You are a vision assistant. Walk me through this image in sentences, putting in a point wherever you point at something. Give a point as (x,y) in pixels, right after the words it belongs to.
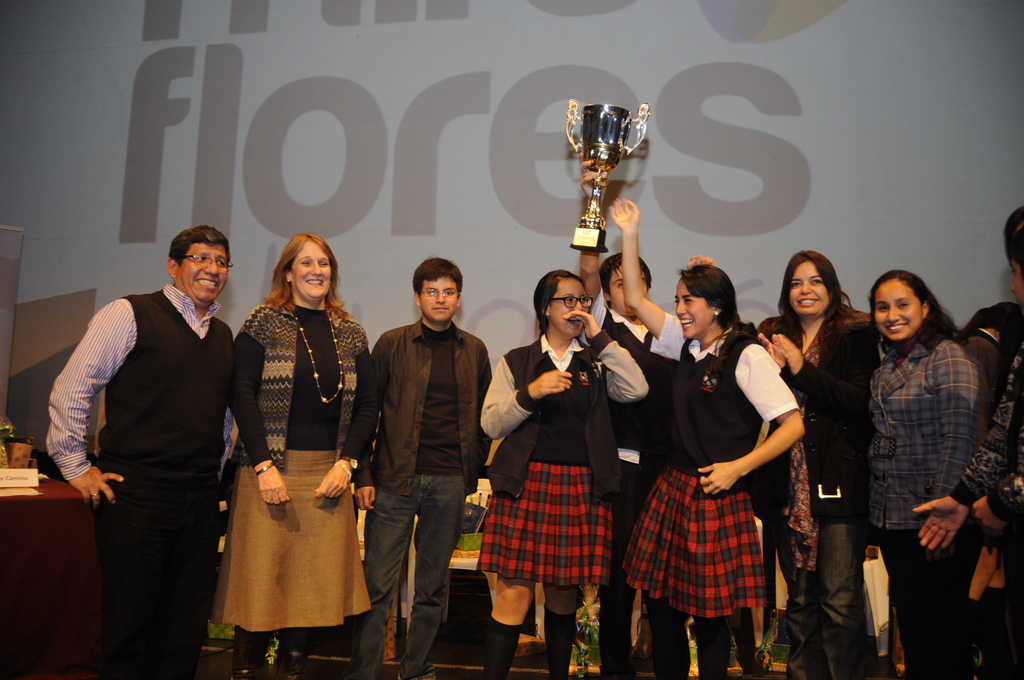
In this picture we can see a group of people (569,581) standing and smiling and a person (584,170) holding a trophy (615,125) and beside them we can see a table (53,523), name board (10,477) and in the background (573,201) we can see a banner (913,70), chair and some objects (483,481).
